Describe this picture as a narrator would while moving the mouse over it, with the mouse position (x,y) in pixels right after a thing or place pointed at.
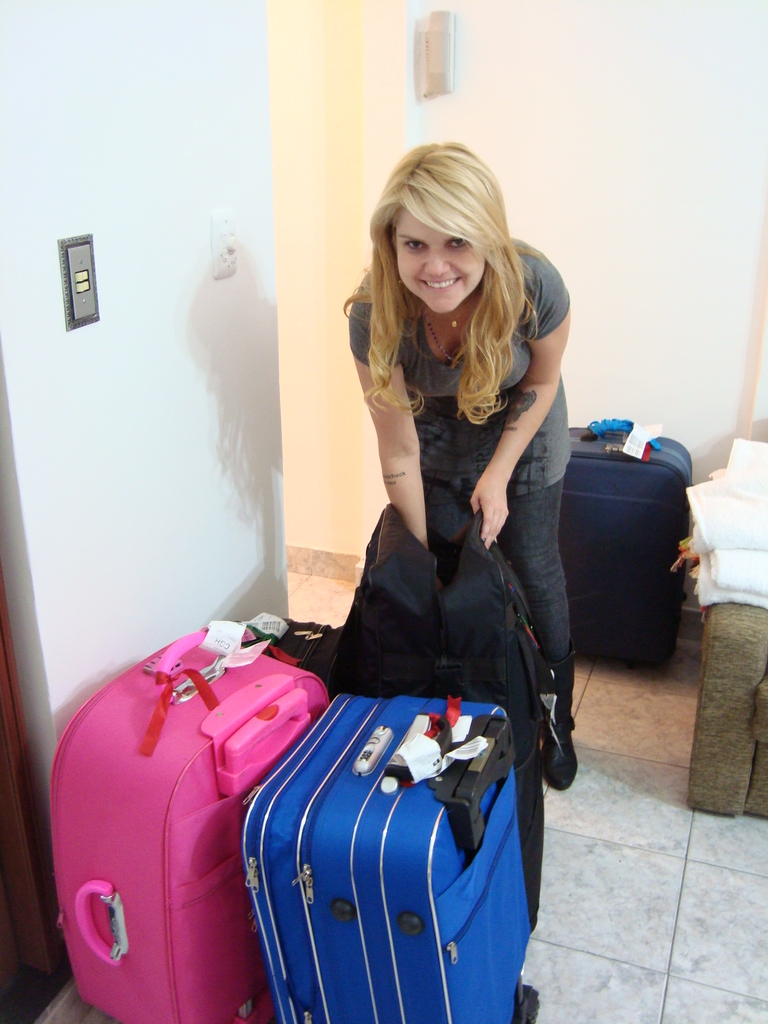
In this Image I see a woman (470,224) who is standing and she is smiling, I can also see that she kept one of her hand (488,517) in a bag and I see 2 bags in the front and another bag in the back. In the background (9,438) I see the wall (6,11) and cloth (715,522) over here.
